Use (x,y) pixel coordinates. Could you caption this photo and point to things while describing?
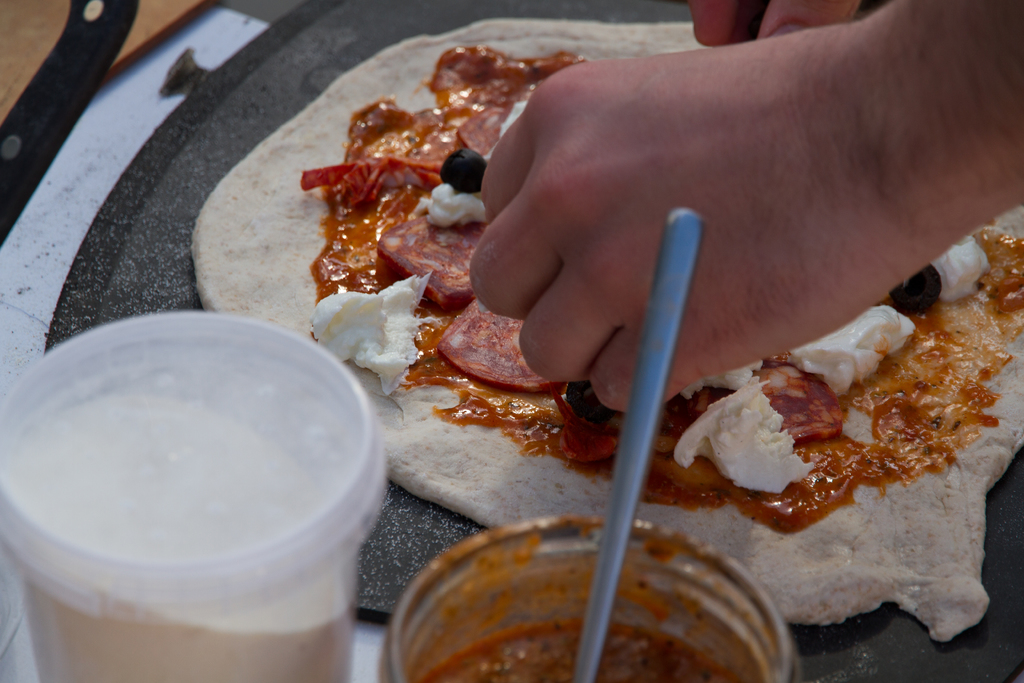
In this picture we can see food (540,399) on an object (455,8). At the bottom of the image (290,590), there is a cup (266,635), steel object (585,638) and it looks like a glass jar (519,646). In the top right corner of the image (726,76), there is a hand (726,76) of a person (726,76). In the top left corner of the image (9,138), there is an object (24,145).
